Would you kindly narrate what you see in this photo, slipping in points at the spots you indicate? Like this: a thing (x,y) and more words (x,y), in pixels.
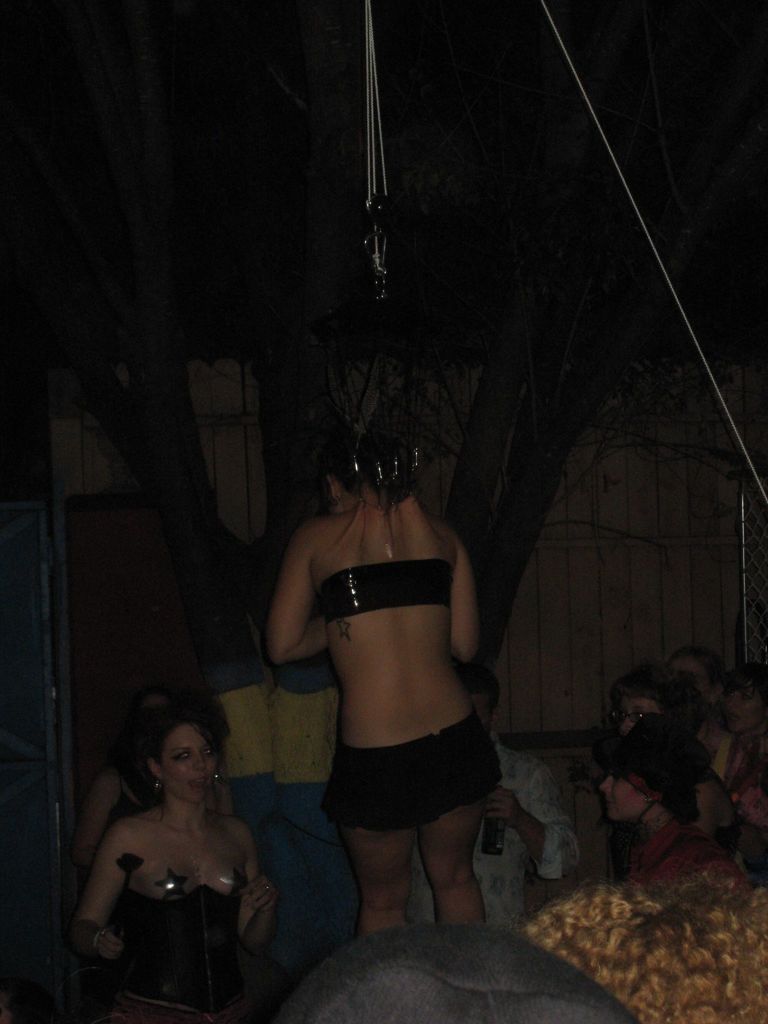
In this picture, there is a woman (442,549) in the center (387,558). At the top (369,138), there is a rope (381,139) with clips (378,251) holding her. At the bottom (751,725), there are people (255,877). Towards the bottom left (193,823), there is a woman (221,836) in black dress (133,937). At the top (405,198), there is a tree (464,347). Behind it, there is a wooden fence (673,539).
